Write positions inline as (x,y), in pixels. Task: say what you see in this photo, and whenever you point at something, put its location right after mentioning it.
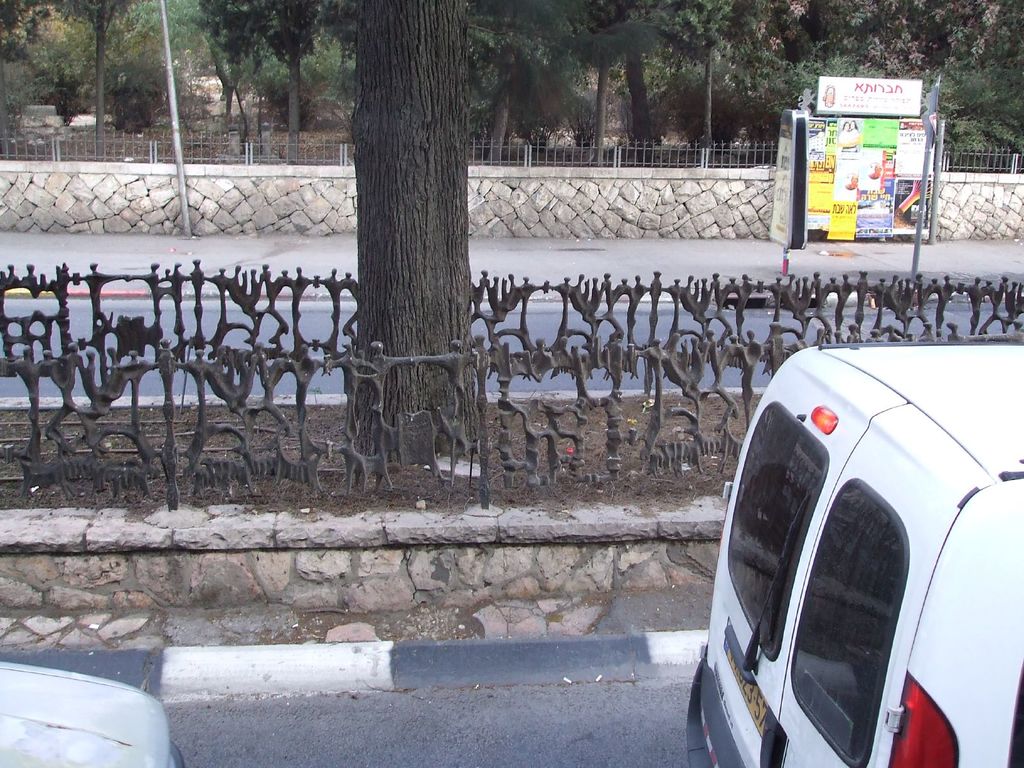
In this picture we can see vehicles (71,697) on the road (164,319), fences (712,158), poles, posters (819,177) and in the background (39,33) we can see trees (579,53).
